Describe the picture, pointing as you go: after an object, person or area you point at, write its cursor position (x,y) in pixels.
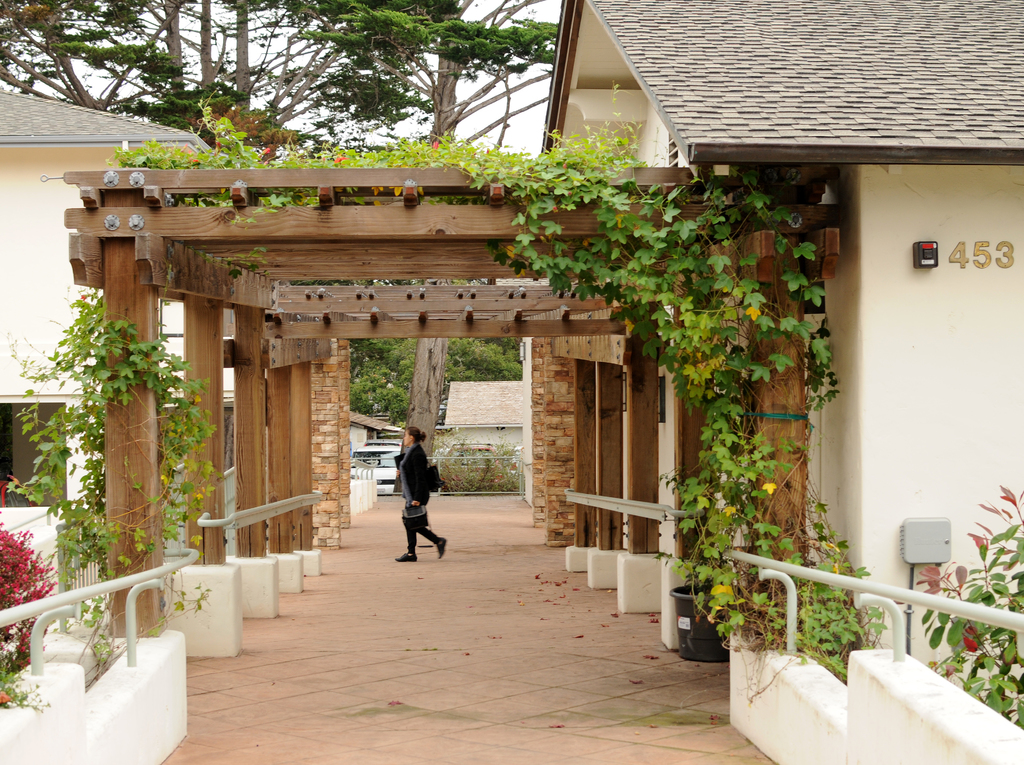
In this image there is a person (407,478) walking on the floor (449,521). There is a wooden entrance (762,357) to a house (881,446) having fence (105,587). Few creepers (753,628) are on the wooden entrance (536,293). Right side (991,685) there are few plants (1009,672). Background there are few houses (358,424). There are few vehicles (393,465) on the floor (393,520). Background (259,53) there are few trees (304,48). Left side (15,571) there are few plants (41,568).
